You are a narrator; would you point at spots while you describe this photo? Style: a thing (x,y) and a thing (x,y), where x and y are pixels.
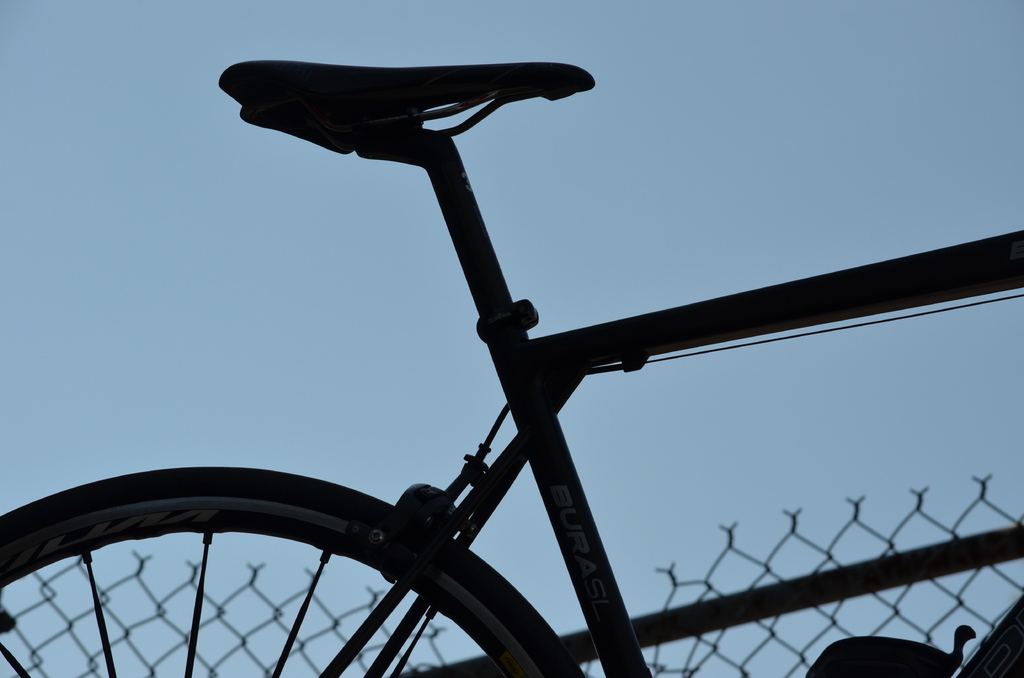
In this picture we can see a bicycle (517,447), in the background (668,572) we can find fence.
